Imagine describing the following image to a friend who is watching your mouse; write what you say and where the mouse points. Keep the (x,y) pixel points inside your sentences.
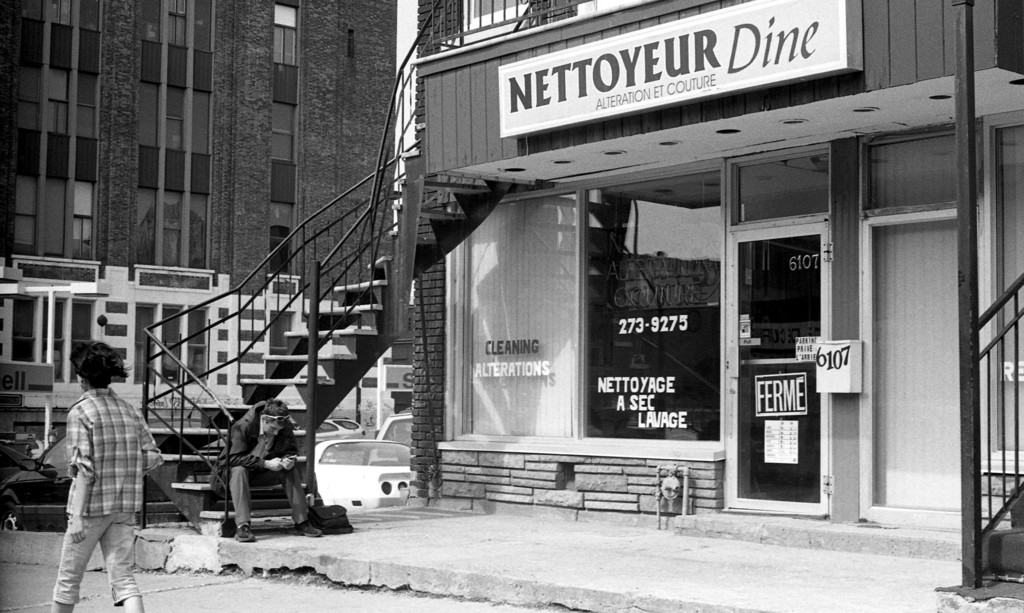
This is a black and white image. In this image there is a person (76,486) walking. Also there is a person (261,462) sitting on the steps (226,481) with railings (148,345). There is a building (607,205) with door (761,413) and glass wall (556,314). On that there is something written. In the back (182,145) there is a building (182,145) with windows (284,132).
